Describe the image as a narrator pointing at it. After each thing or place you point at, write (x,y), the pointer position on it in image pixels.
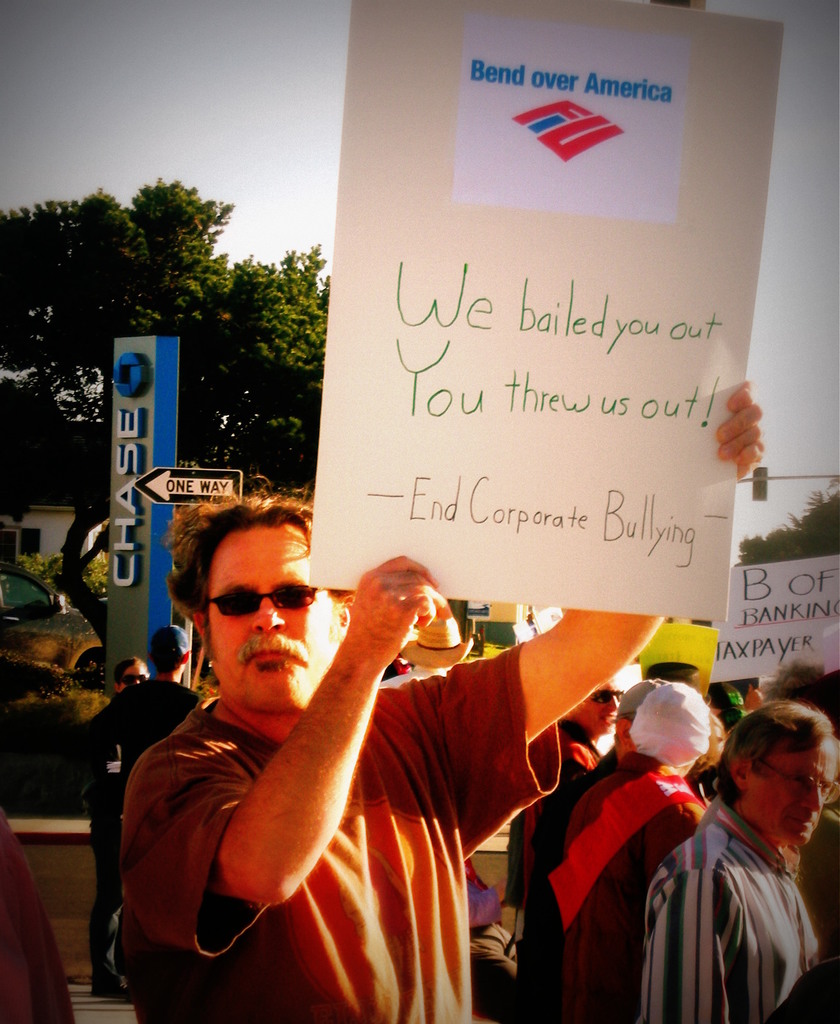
There are people (600,817) standing and this man (454,840) holding a board (596,441). In the background (202,433) we can see boards (828,571), trees (222,404), car (4,618), house (38,513) and sky (187,165).
